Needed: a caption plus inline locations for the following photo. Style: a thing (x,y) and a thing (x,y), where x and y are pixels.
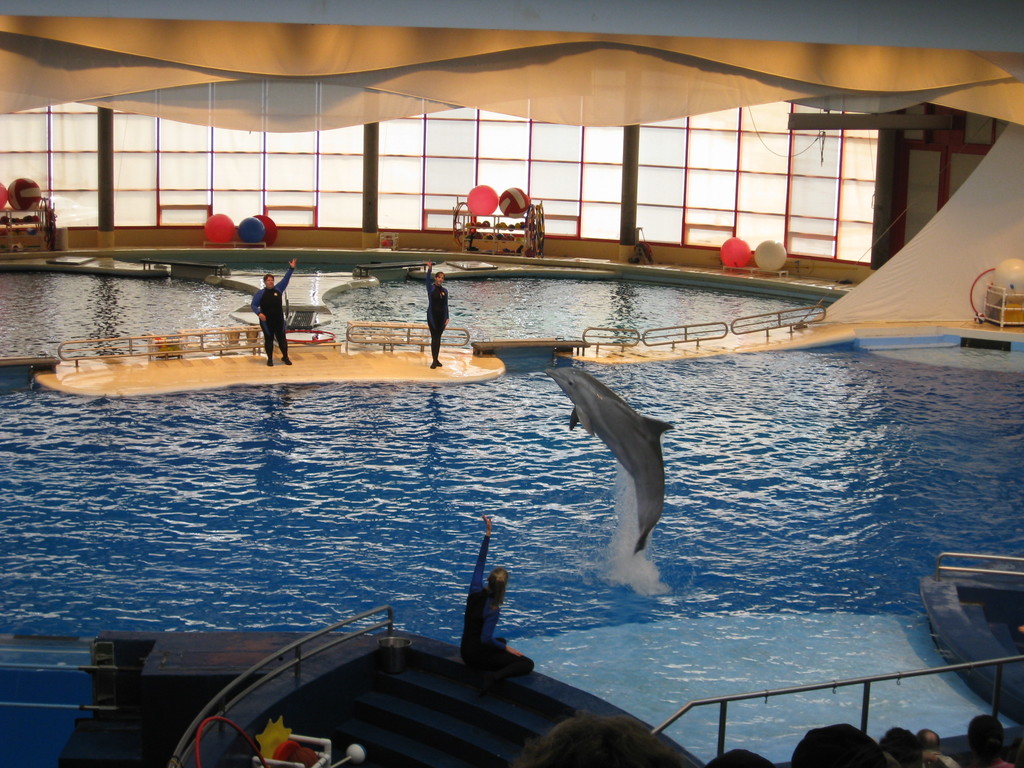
In this image I can see the water (715,633). I can see three people (437,346). I can see a dolphin (606,443). In the background (355,225), I can see the balls (482,213) and the windows (484,173).
